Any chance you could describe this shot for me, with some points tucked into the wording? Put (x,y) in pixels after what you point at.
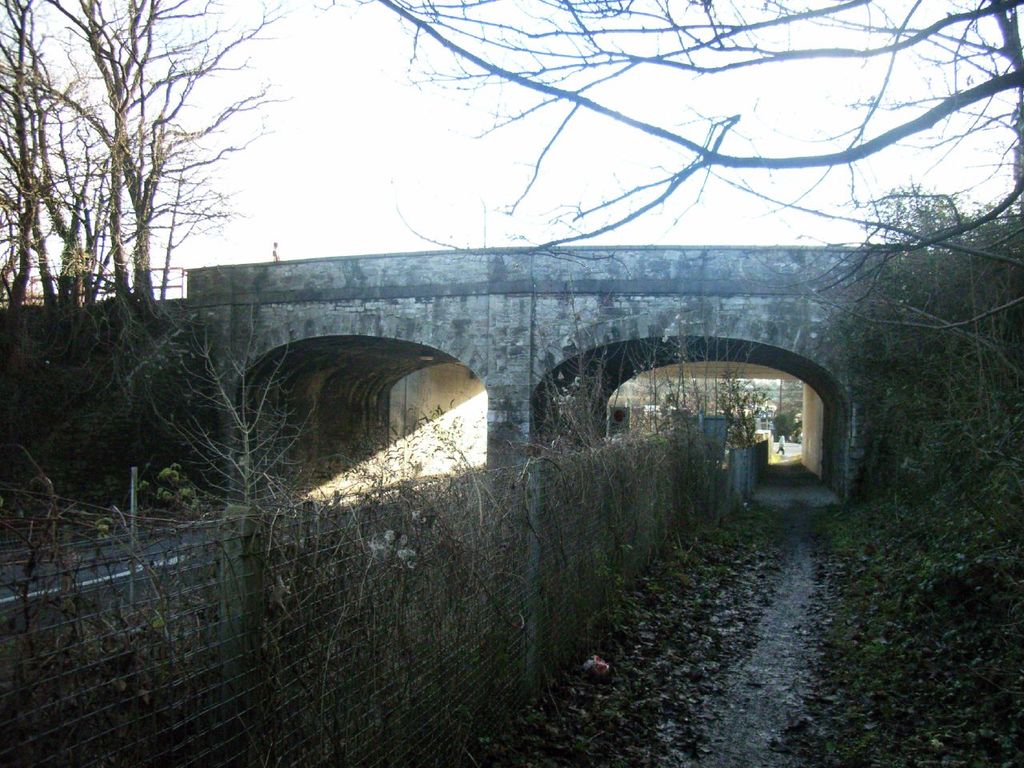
In this picture I can see the wall (726,326) and it looks like a bridge (689,367) in the middle (576,301), there are trees (145,235) on either side of this image, at the top (424,127) there is the sky (416,125).
